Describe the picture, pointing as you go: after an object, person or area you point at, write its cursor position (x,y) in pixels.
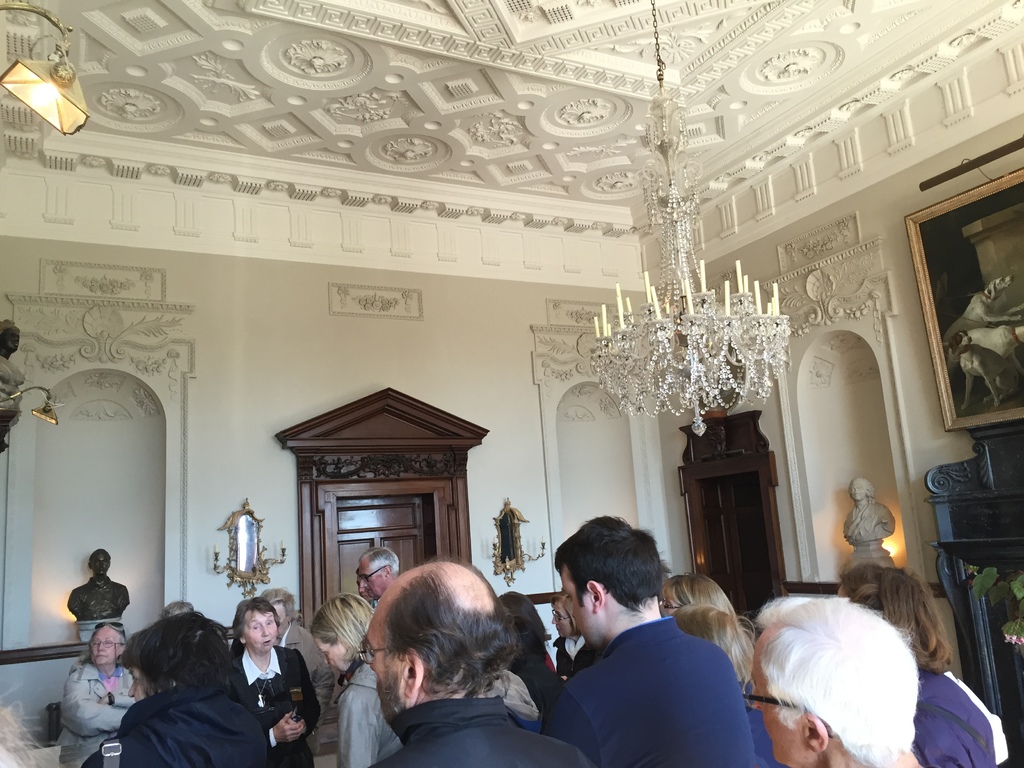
In the picture we can see some people (507,692) are standing and some people (305,697) are standing and facing them and in the background (855,203), we can see a wall (915,391) with some designs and sculptures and a door (308,463) which is made up of wood (338,525) and to the ceiling (321,118) we can see the light (630,325) and to the wall (869,383) we can also see a photo frame (964,285) with a painting (974,416) in it.
